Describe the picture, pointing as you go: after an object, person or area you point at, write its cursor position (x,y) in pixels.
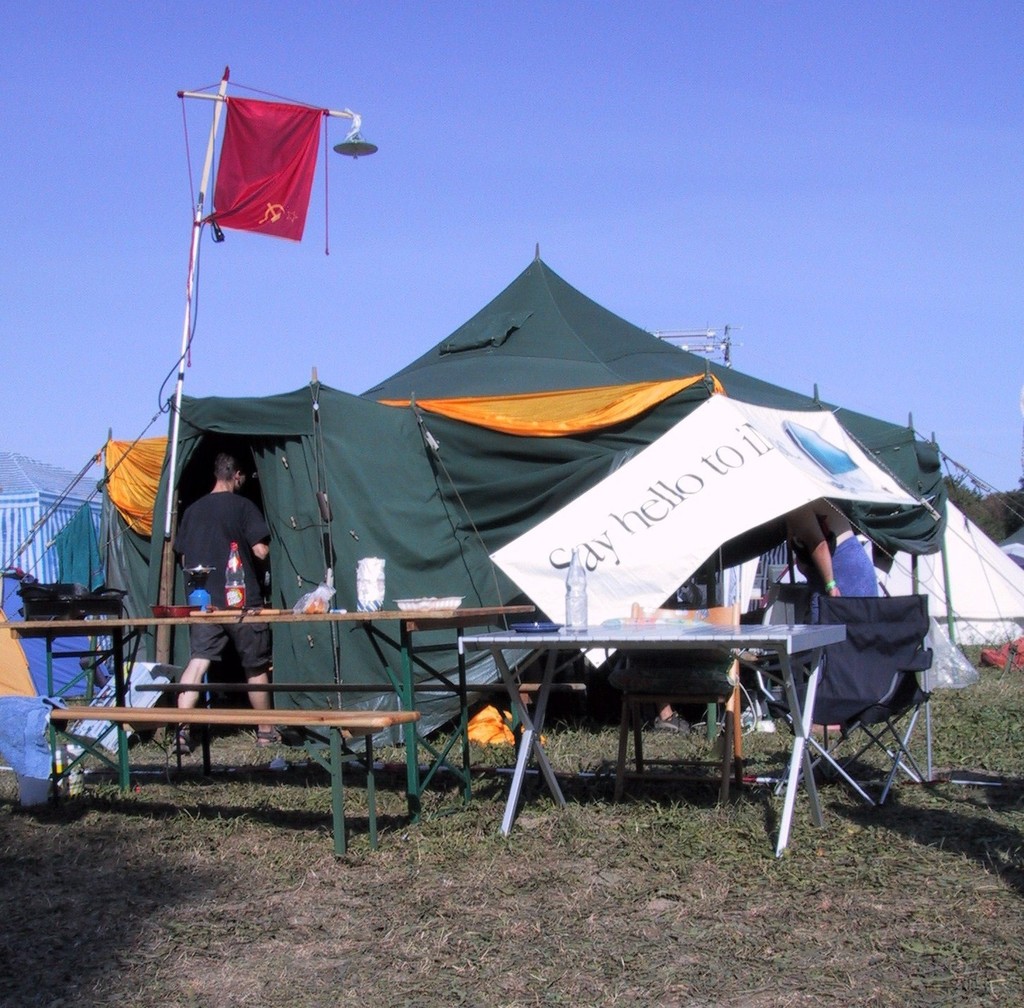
At the top (842,147) there is a clear blue sky (743,177). Here we can see tents (396,515). This is a banner (540,551). Here we can see two people (238,509). Here we can see a bench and on the tables (648,634) we can see bottles (576,583) and other objects (702,618). This is a chair (891,712). Here we can see grass (883,759).
